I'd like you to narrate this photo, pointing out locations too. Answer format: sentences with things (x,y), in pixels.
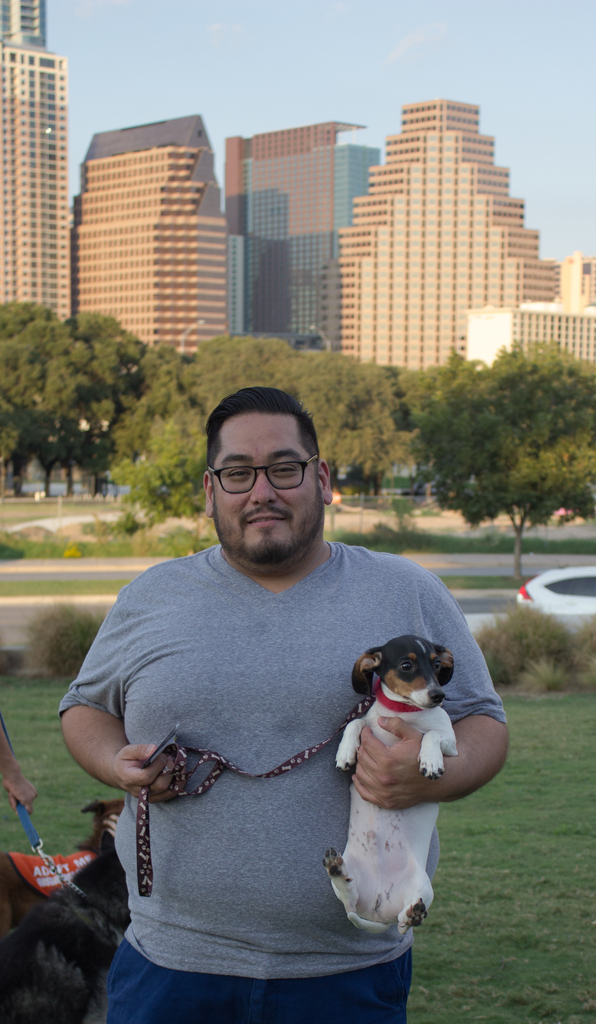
in this image i can see a person (320,760) holding a dog (371,810) and there is a chain (326,743) on the dog neck (381,701) and i can see a hand (9,775) on the left side (12,914) and holding a dog (64,933), and back ground (75,390) i can see there are some trees (503,471) and there is a grass (541,757), and there is a vehicle (544,611) and there are some building (433,250) on the back ground (443,236) and sky (329,93) is visible.
